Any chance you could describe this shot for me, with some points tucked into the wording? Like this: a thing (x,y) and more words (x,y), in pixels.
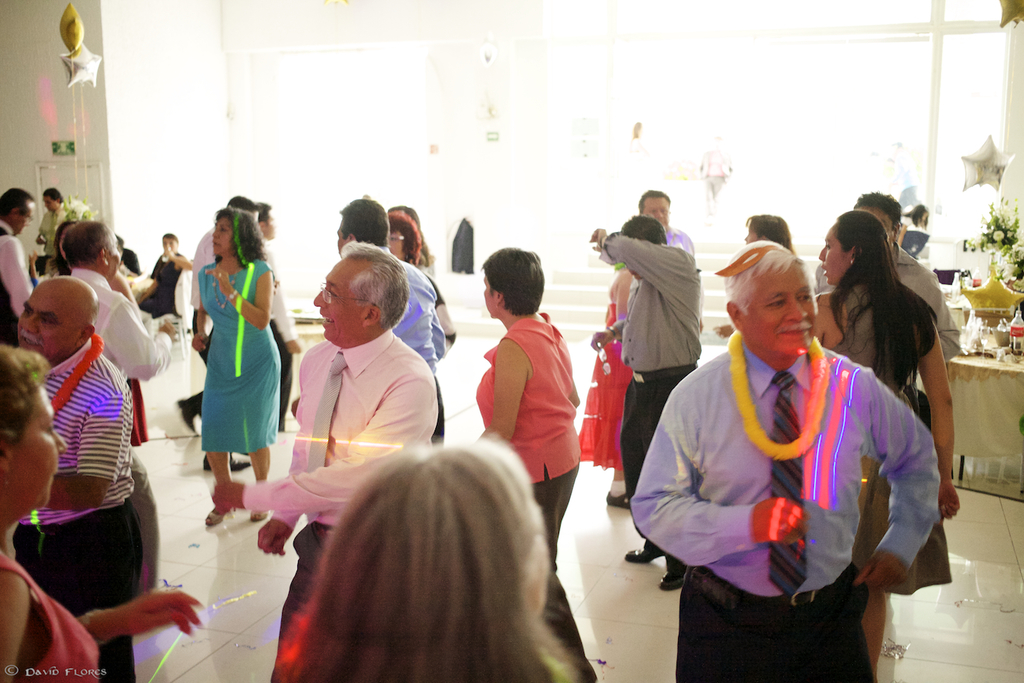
In this image I see number of people (441,344) in which this man (343,406) is smiling and I see the floor (217,658). In the background (975,294) I see few people (125,253) over here who are sitting on chairs (182,302) and I see the stars (987,171) and on this table (985,411) I see bottles (971,310), glasses (975,336) and few other things (1000,277) and it is white over here.
